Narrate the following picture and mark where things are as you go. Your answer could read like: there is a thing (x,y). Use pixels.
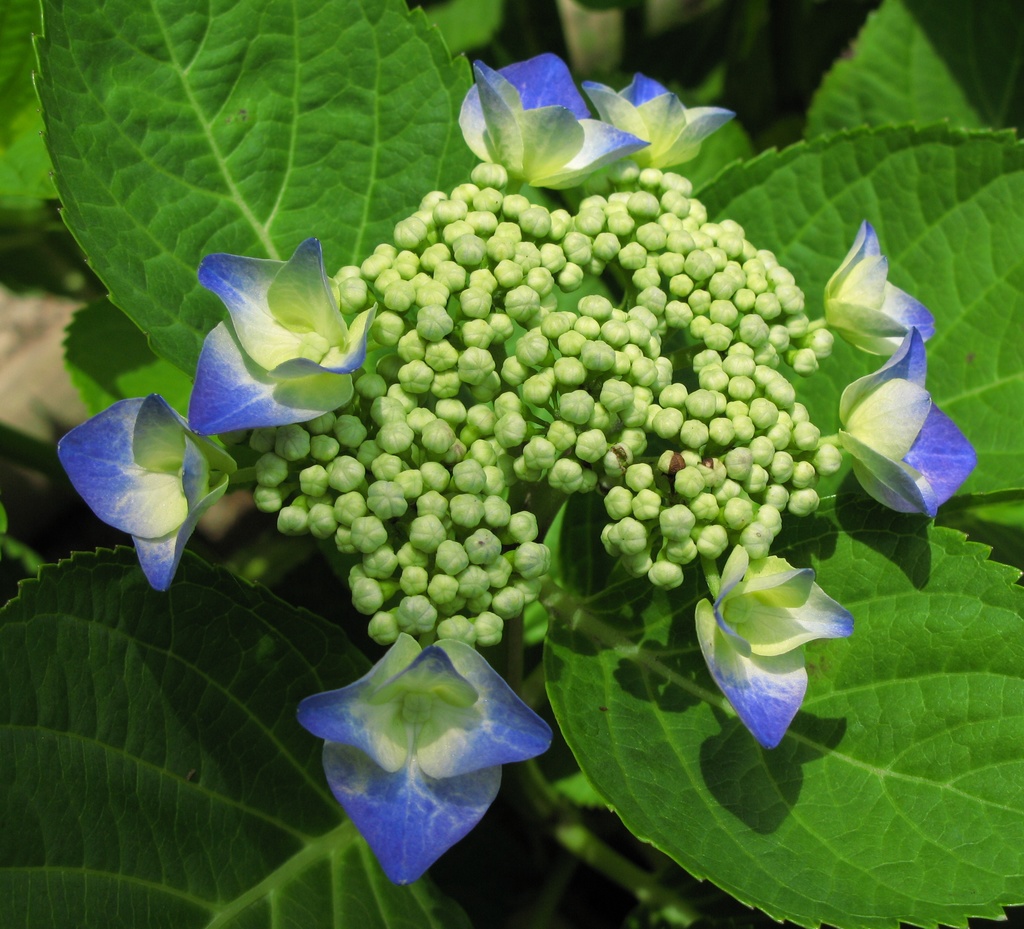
In this image we can see a group of flowers (396,689) and the buds (613,493) to a plant (384,695).
